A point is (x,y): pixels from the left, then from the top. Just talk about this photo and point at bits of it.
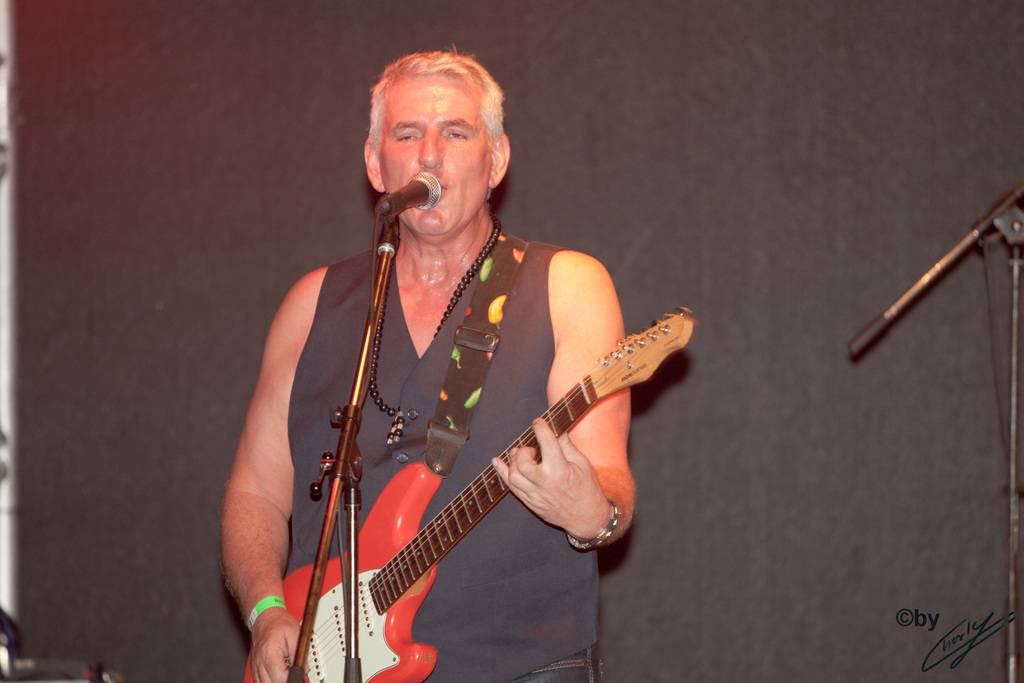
In this image have a person (513,440) playing a guitar (438,546) and singing a song with the microphone (402,204).
